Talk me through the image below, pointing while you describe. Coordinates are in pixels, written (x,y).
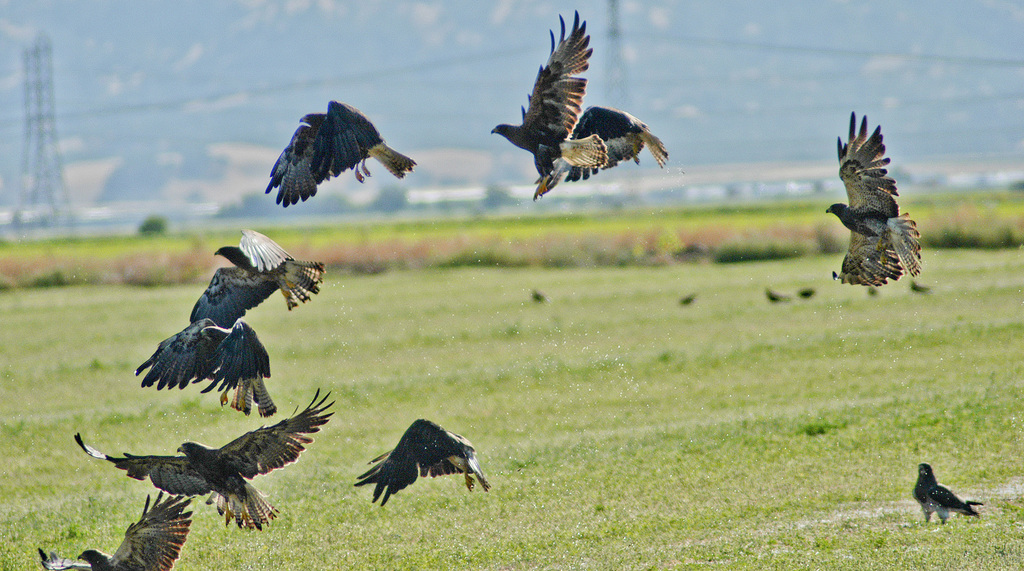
There are few birds (340,146) flying in air (751,154) and the ground (741,465) is greenery (688,493) and there are poles (36,149) in the background (39,123).
